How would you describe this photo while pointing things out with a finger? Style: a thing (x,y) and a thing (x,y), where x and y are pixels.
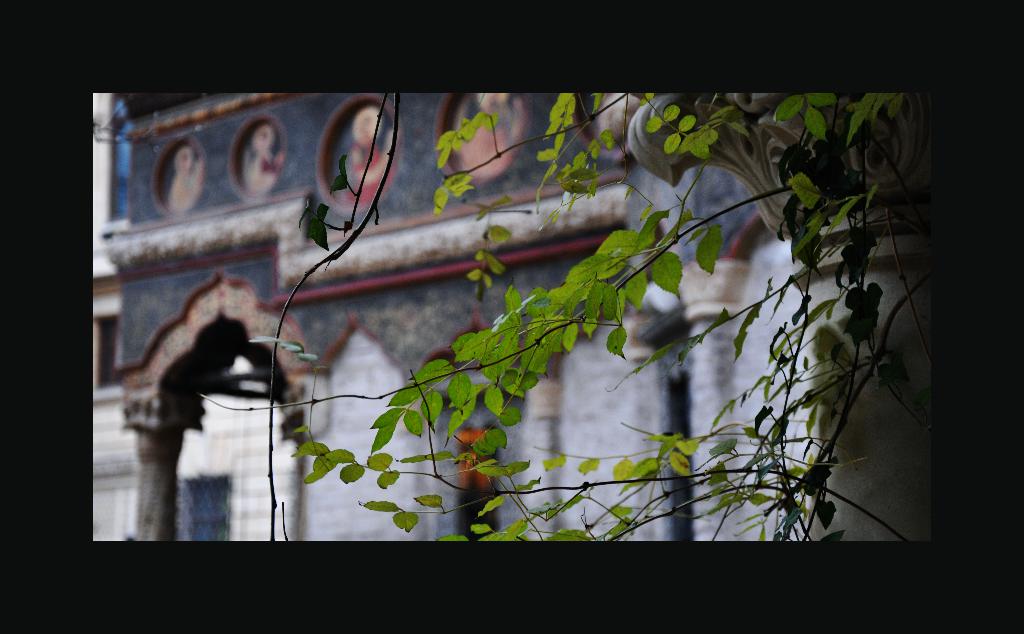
At the right corner of the image (872,251) there are stems (878,520) of the tree (702,132) with leaves (672,138). Behind the stems (788,414) there is a pillar (847,224) with design (768,175) on it. In the background (396,326) there is a building (297,316) with wall (275,264), pillars (163,414) and also there is an arch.
